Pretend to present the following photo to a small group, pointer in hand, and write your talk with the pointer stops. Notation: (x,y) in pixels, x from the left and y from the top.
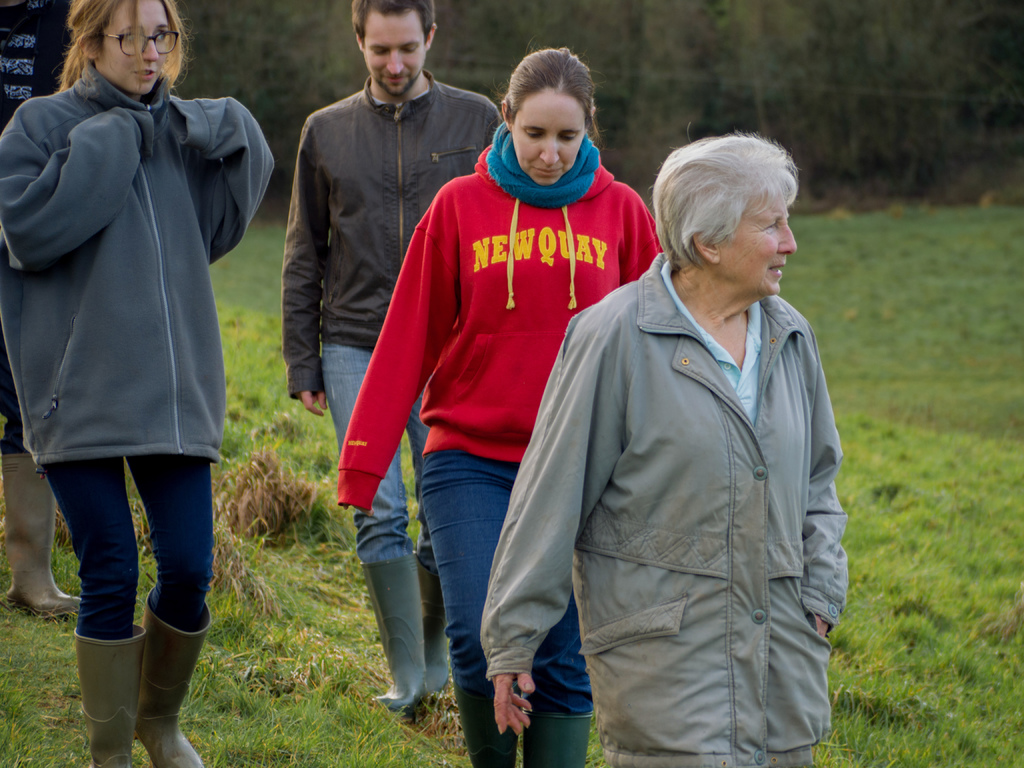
In the image there are few people (602,695) walking on the ground (304,662). On the ground (265,626) there is grass (857,396). In the background (805,84) there are trees (797,101).
